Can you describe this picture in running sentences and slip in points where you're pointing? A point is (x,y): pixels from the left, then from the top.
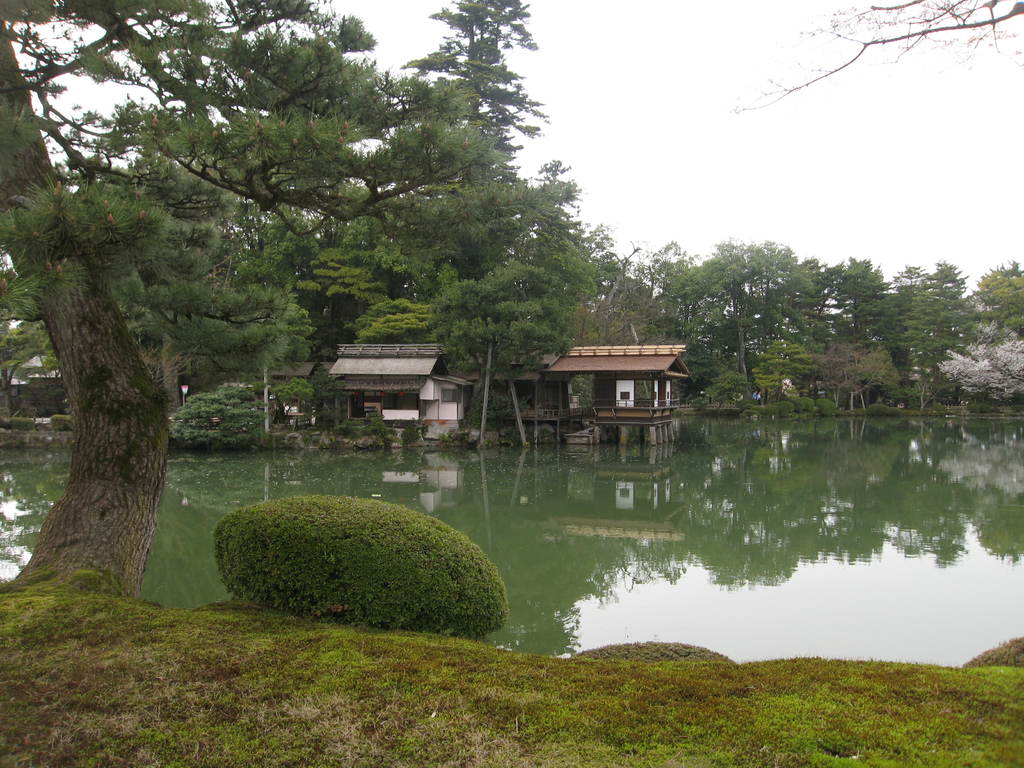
This picture is taken from the outside of the city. In this image, on the left side (146,138), we can see some trees (121,300) and plants (234,567). In the middle of the image (364,477), we can see water (745,500) in a lake (616,456) and two houses (350,403). On the right side (983,409), we can see some tree (994,324) and plants (984,397). In the background (698,284), we can see some trees (660,267) and plants (962,365), at the top (786,24), we can see a sky (714,71) and a tree (984,20). At the bottom (561,702), we can see a grass (386,706).
